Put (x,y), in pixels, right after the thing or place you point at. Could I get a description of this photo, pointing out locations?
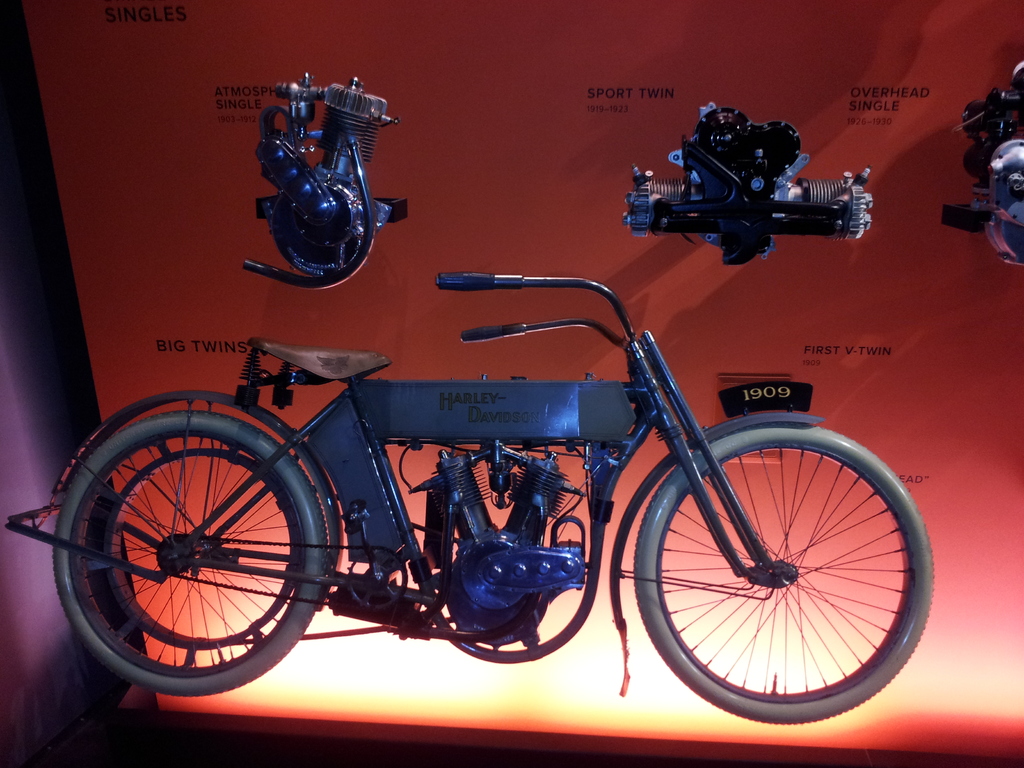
In this image I can see a vehicle (428,414) with some text (509,420) written on it. In the background (334,213), I can see it looks like the parts (709,193) of a vehicle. I can also see some text (233,105) written on the board (901,401).
